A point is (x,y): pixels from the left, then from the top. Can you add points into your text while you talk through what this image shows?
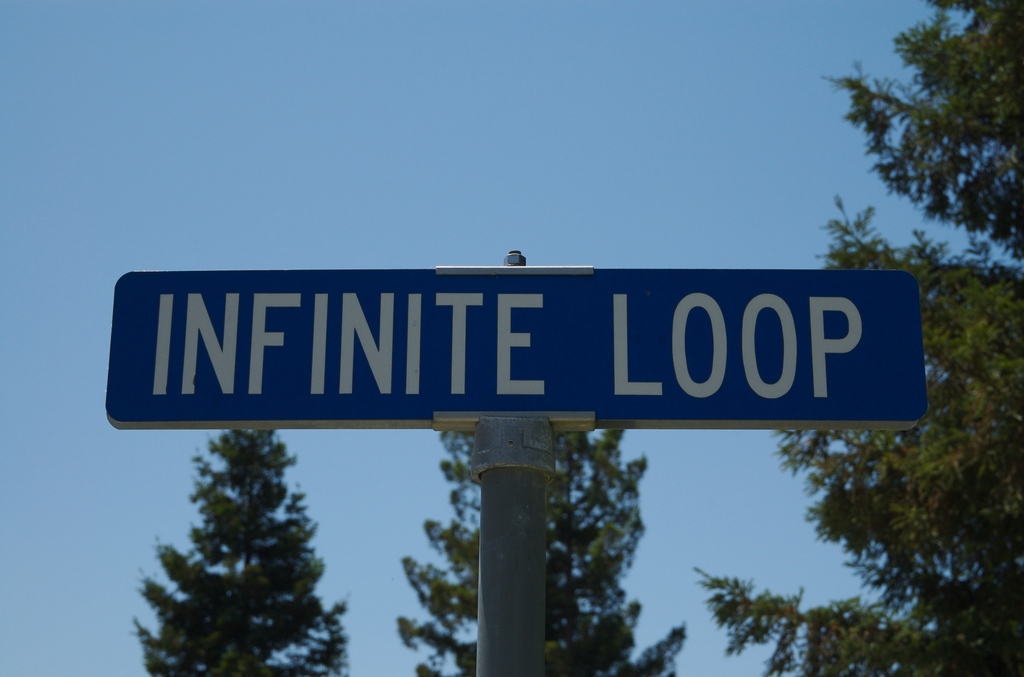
In this image there is a sign board (573,342), on that board (559,369) there is some text (465,377), in the background (651,534) there are trees (547,539) and the sky (262,122).
